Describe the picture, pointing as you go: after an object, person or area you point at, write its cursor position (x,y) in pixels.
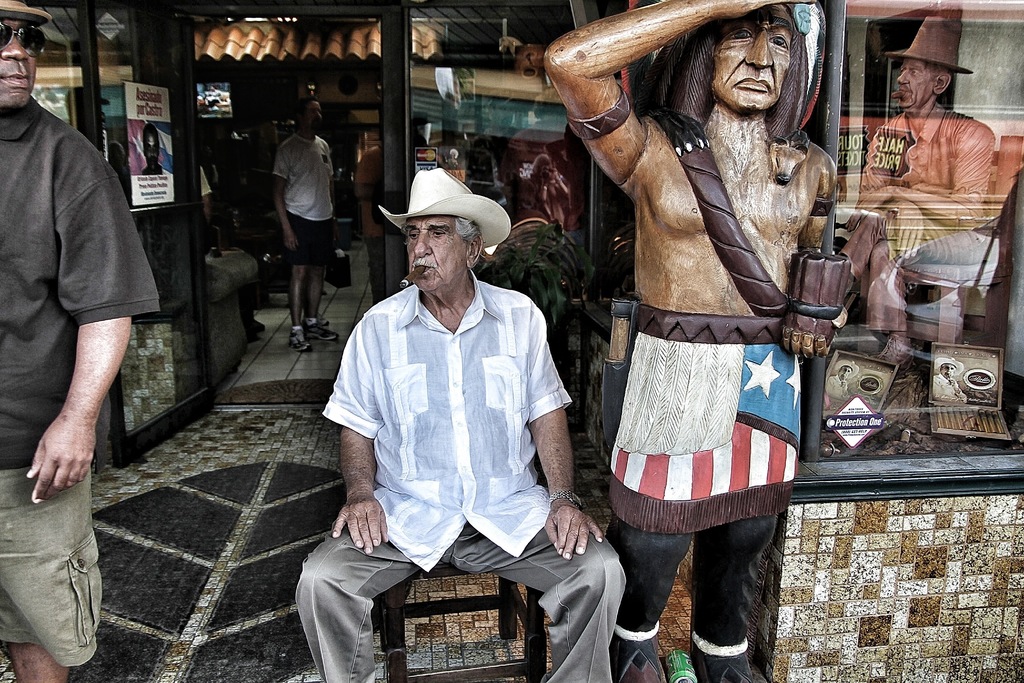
In this picture there is a man (422,439) sitting on the stool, holding a cigar (407,279) in his mouth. He is wearing a hat (422,206) on his head (418,258). On the left side (53,220) there is another man (53,273) standing. We can observe a statue (741,369) on the right side (696,318). In the background (314,150) there is a man (317,241) standing. We can observe a glass door (143,60) to which a paper (132,137) was stuck.
